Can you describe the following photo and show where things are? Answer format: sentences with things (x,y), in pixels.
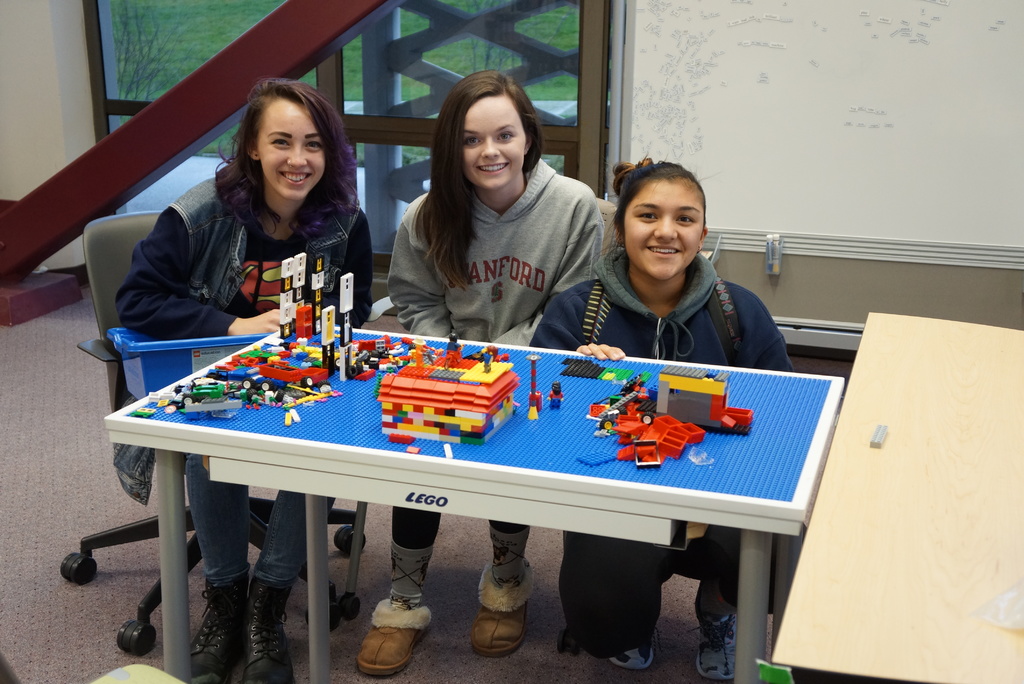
Three girls (252,187) are posing to camera with a Lego table (794,388) and Lego bricks (362,377) on it.
